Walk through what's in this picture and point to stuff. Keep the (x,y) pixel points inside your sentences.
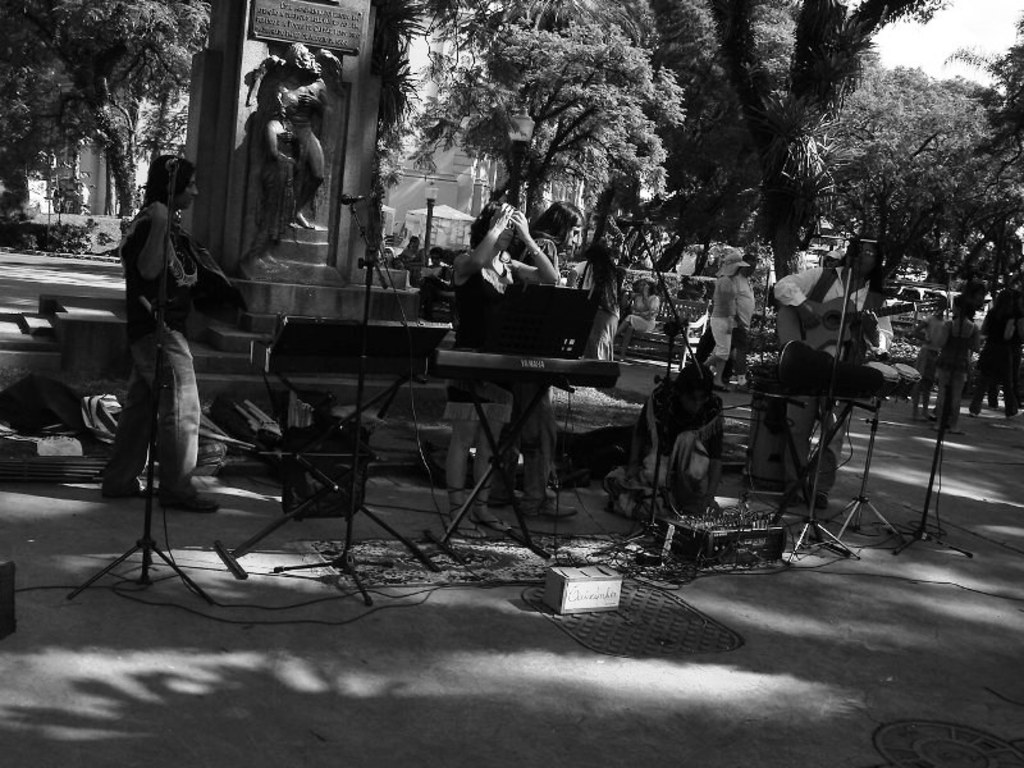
This picture is clicked outside. In the foreground (544,608) we can see some objects (765,533) are placed on the ground (831,568) and we can see the group of people (473,292) standing on the ground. On the right (871,294) we can see a person (870,263) standing and seems to be playing a guitar (853,308) and we can see the two people (743,313) walking on the ground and a person (679,428) seems to be sitting on the ground (583,412) and we can see the microphones (343,200) and the musical instruments (396,347). In the background (697,46) we can see the sky (941,49), trees (750,81), building (430,172), group of people (417,254), sculptures (309,138) of some objects (298,154) and the text (285,25) on the board (299,40) and we can see some other objects (431,219) in the background (423,234).
